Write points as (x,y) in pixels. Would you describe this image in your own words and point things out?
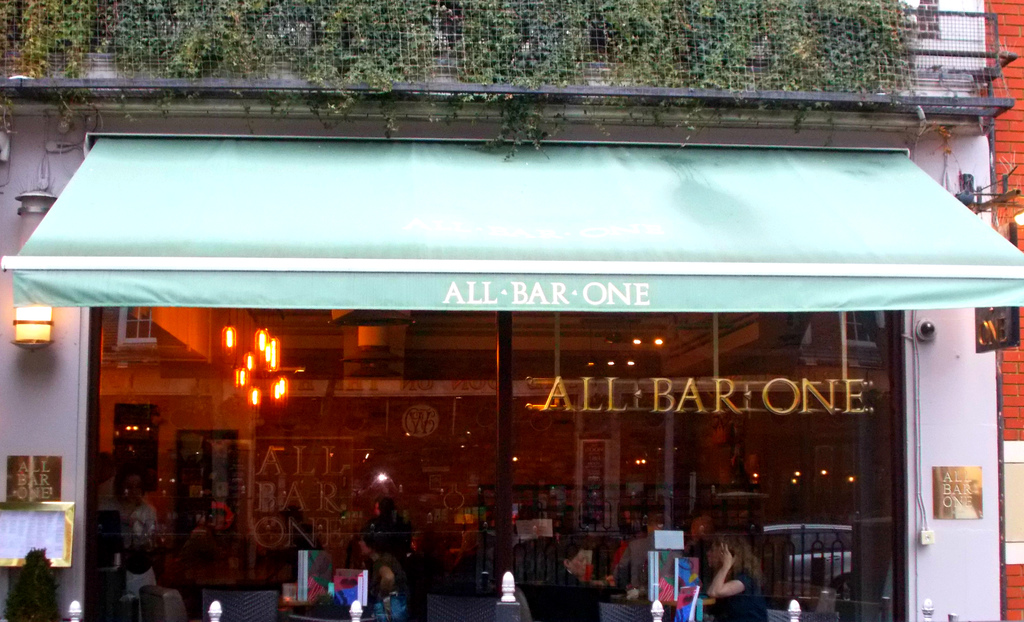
On the right side (758,586), there are persons (647,567) sitting on a chair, on which there are some objects (632,588). On the left side (325,572), there is a person (389,557) sitting on a chair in front of the table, on which there are some objects (287,584). Above them, there is a roof (76,188), on which there is a white color text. In the background (525,397), there is a building (392,374) having plants (880,39) on the wall (334,48), which is covered with a fence (958,54) and a golden text (796,405) on a glass door (520,368). Through this glass door (351,368), we can see there are lights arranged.
